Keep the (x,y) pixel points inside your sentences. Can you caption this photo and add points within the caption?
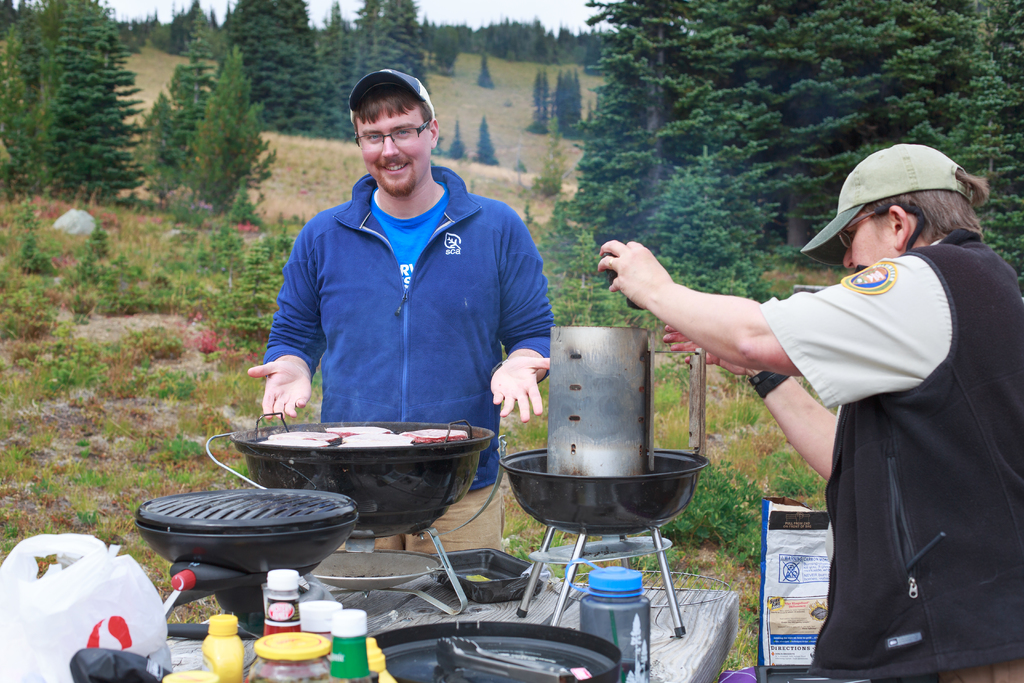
In the foreground of this image (541,606), on the table (543,608), there are few grill stoves (358,462), bottle (640,606), few containers (327,625), covers (96,605) and a tong (477,658) are placed. Around the table (725,641), there are two men (838,344) standing and cooking. On the right bottom (817,609), it seems like a cover (819,576). In the background (649,58), there are trees (529,57), land (517,76) and the sky (479,16).
